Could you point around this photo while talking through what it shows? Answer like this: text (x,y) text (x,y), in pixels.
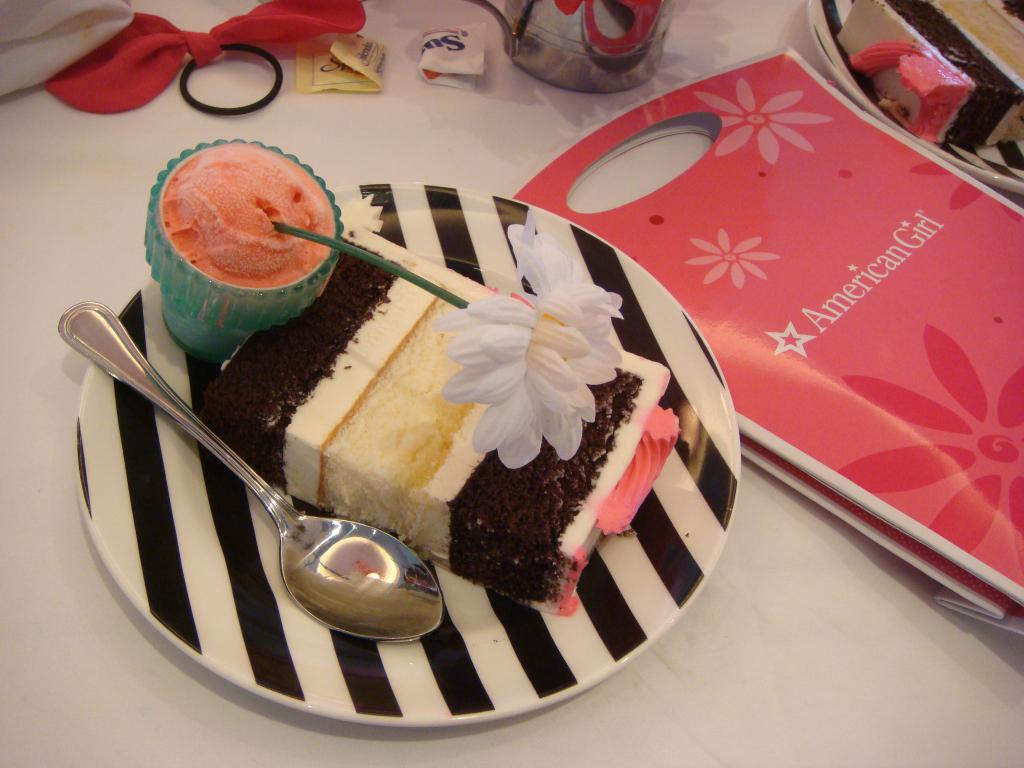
In this image we can see two plates (985,171) containing food (447,474) and a spoon (333,609) are placed on the surface (765,531). On the right side of the image (944,435) we can see a bag (901,438). At the top of the image (581,25) we can see a container (579,47), some clothes (95,69), a ring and sachets (322,62) placed on the surface (396,77).
